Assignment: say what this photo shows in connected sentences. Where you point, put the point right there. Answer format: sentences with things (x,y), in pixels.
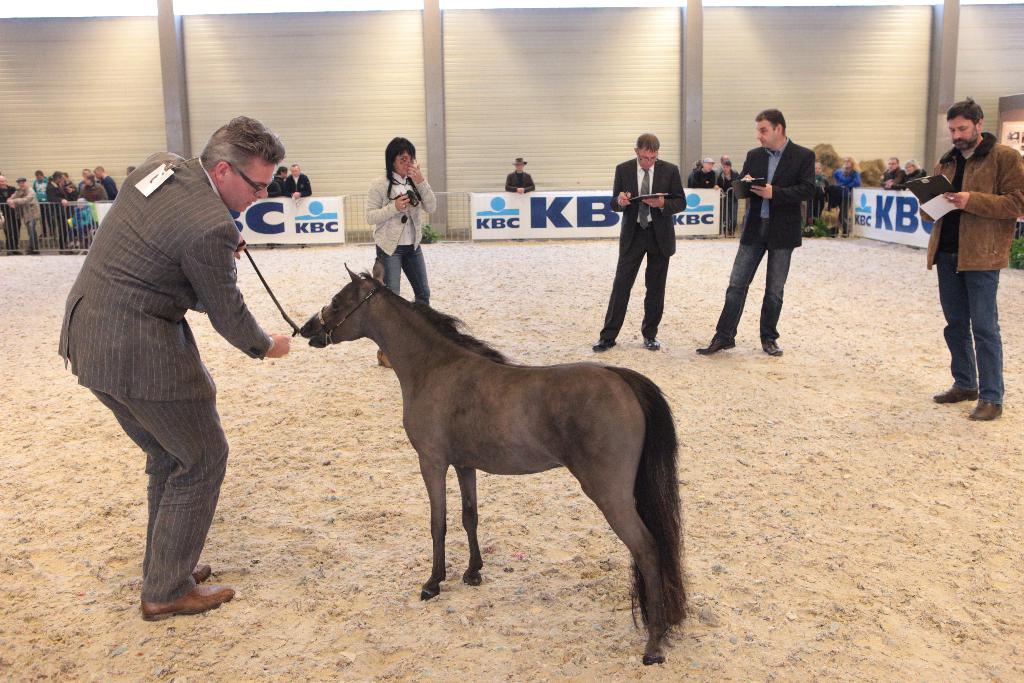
As we can see in the image there are few people (1006,184) standing, a horse (610,480) and a banner (552,215).
